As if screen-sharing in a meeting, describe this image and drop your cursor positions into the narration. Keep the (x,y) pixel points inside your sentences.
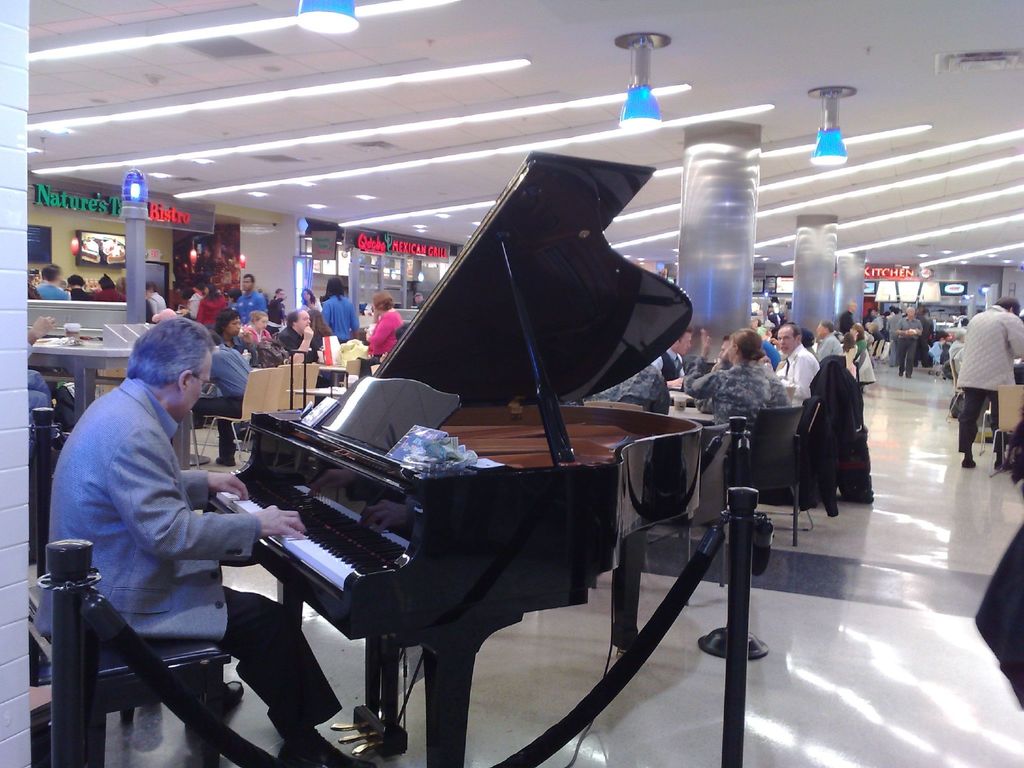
This picture shows a man (243,542) Seated on the chair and playing piano (551,293) and we see few people (740,351) seated and few are standing.
